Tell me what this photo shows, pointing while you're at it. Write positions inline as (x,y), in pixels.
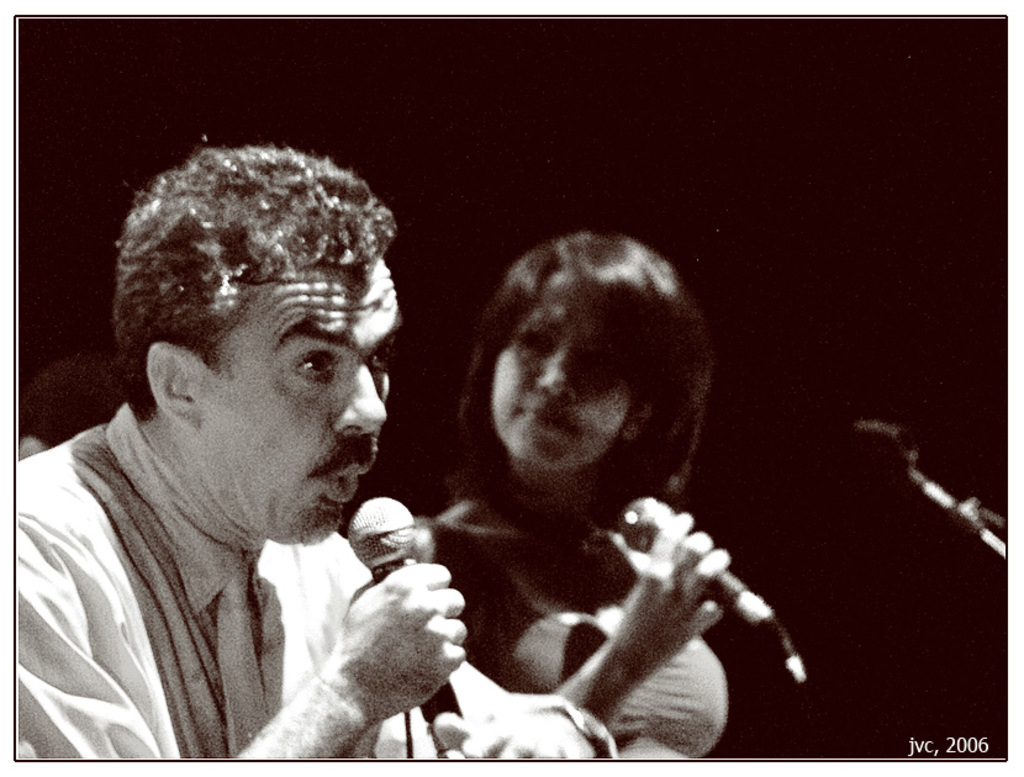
In this image, we can see a man (166,340) and woman (548,376) are holding microphones (387,572). It is a black and white image. On the right side (935,487), we can see a rod (974,506) and watermark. Background (927,357) we can see a dark view.
